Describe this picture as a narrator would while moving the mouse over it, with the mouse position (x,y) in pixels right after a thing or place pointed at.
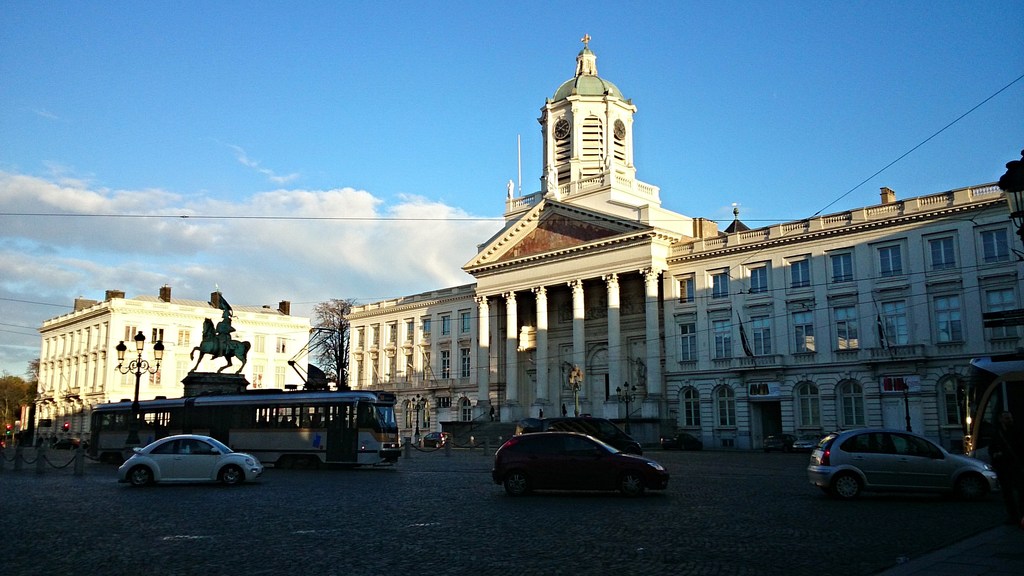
In this picture I can see vehicles (333,423) on the road (56,488). Here I can see street lights (139,371), trees (338,347) and wires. In the background (362,164) I can see buildings (381,341) and the sky (333,368).
